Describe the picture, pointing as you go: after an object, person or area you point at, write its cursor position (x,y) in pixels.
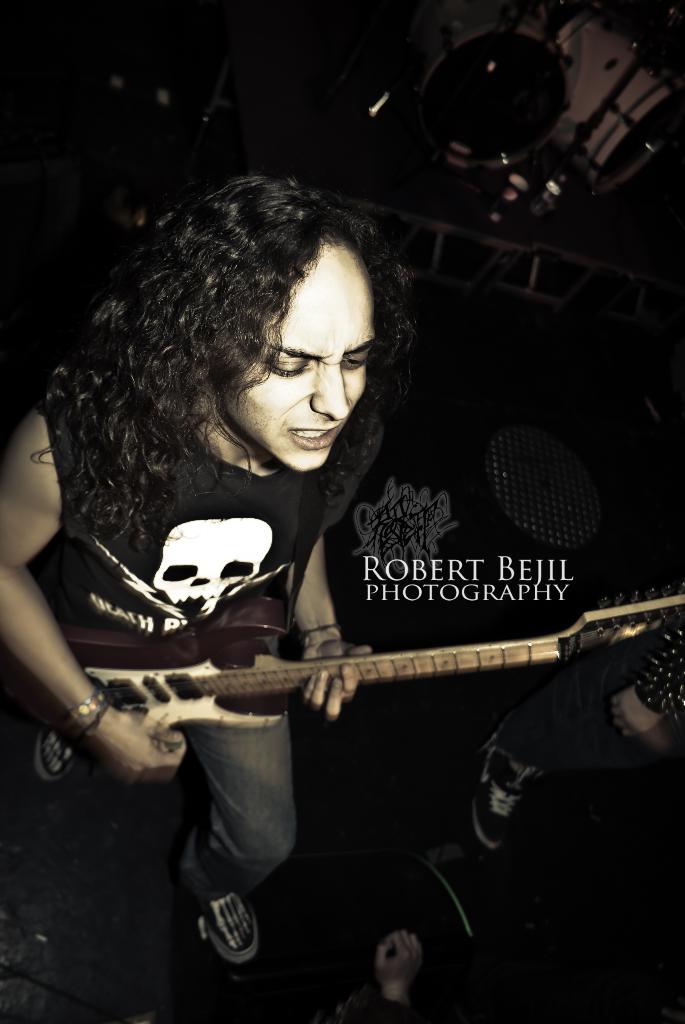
in this image there is a person (175,558) playing guitar (219,667). he is wearing black t shirt (229,514), skull (220,538) printed on it and jeans (247,809). right to him a person's leg (559,693) is appearing. behind them there are drums (533,121).
